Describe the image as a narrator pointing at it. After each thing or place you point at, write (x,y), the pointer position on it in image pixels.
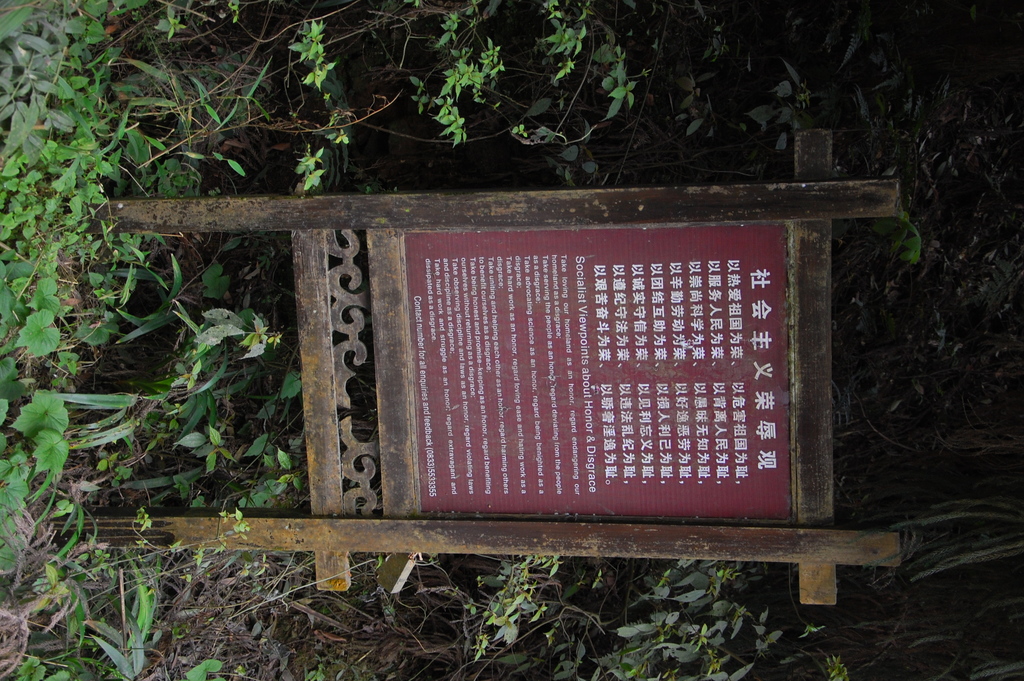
In this picture we can see board (510,324), wooden poles (401,234), plants (44,82), leaves (36,68) and stems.
